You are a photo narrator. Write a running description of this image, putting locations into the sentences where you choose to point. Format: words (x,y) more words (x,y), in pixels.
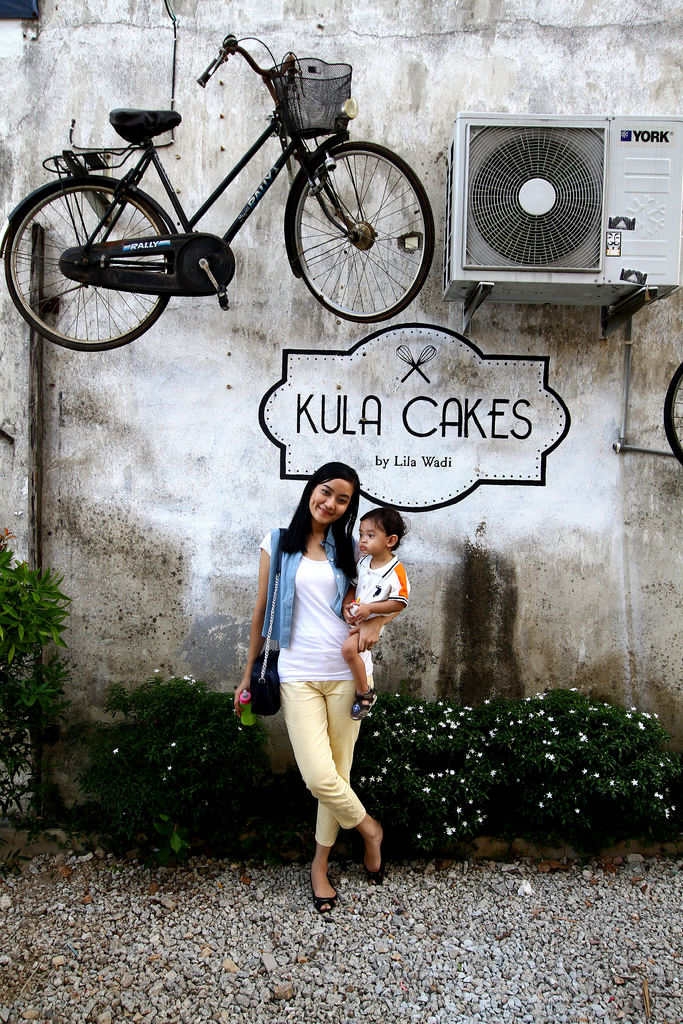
In this image at front (309,495) there is a woman (289,663) standing on the surface (434,923) of the stones (346,893) by holding the baby (364,688) and a bottle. On the backside (416,438) there is a wall (318,367) with the painting (419,361) on it. We can see a cycle (365,225) and an AC (480,185) attached to the wall (436,138).
